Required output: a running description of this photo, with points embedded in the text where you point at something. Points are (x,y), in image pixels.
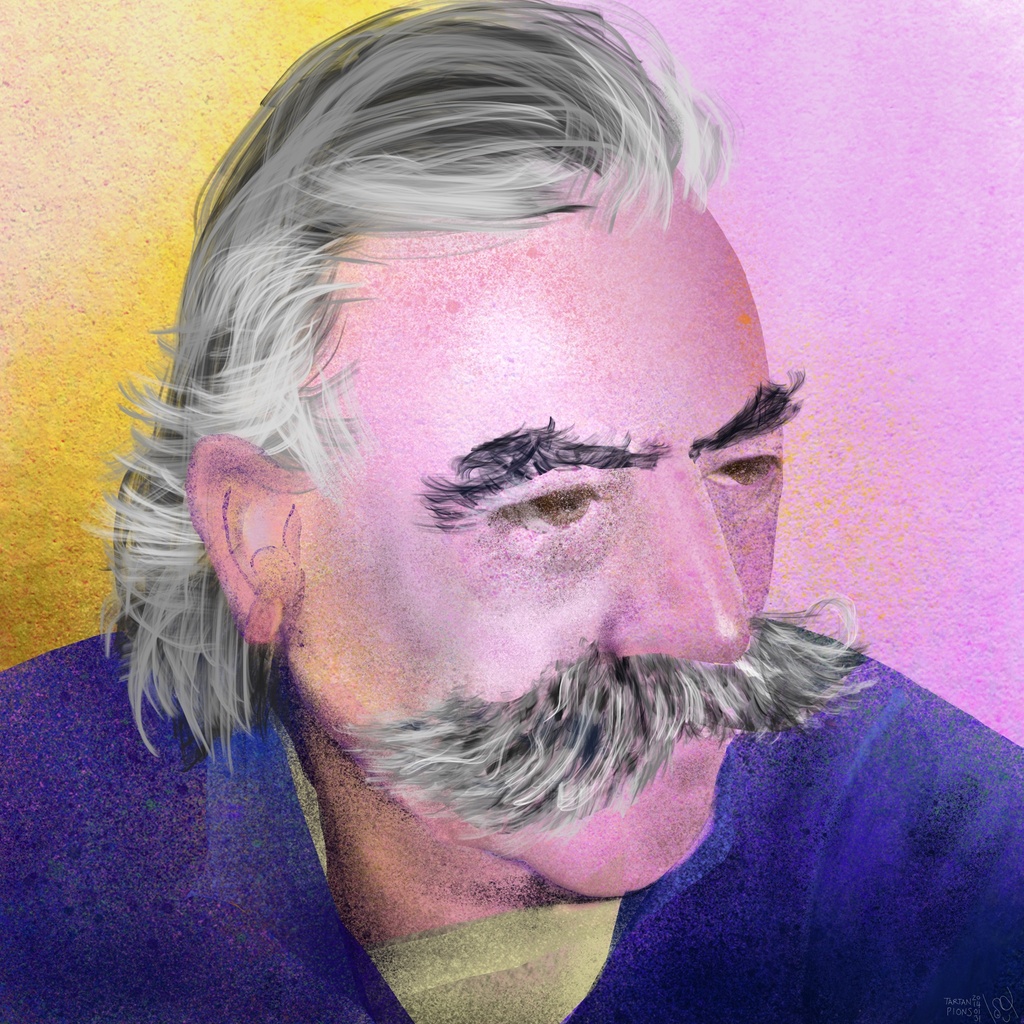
This image consists of a painting (585,715). In the middle (485,421) there is a painting (481,760) of a man (541,827).
